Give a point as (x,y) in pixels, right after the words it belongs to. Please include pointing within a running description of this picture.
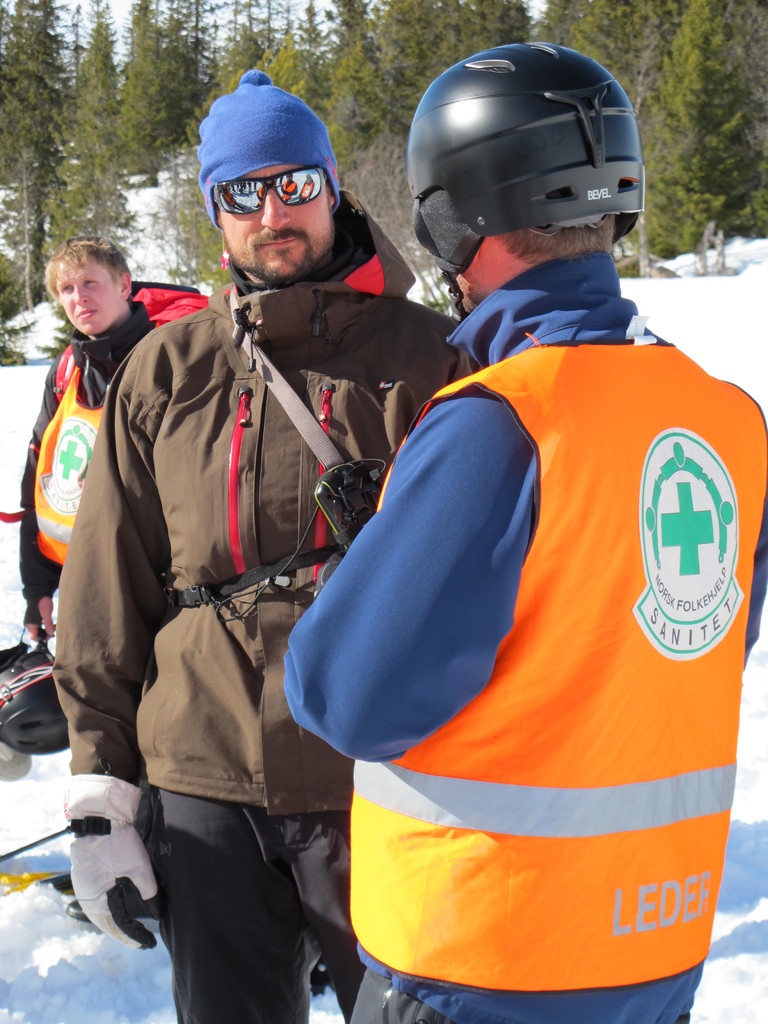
The man (628,433) in the blue and orange jacket (474,558) who is wearing a black helmet (564,160) is standing. In front of him, the man (279,520) in the brown jacket (210,511) who is wearing a blue cap (241,145) and sunglasses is standing. Behind him, the man (89,367) in black jacket (88,398) is holding a black helmet (40,687) in his hand (31,636). At the bottom of the picture (48,955), we see snow (68,957). There are trees (630,60) in the background (676,118).
